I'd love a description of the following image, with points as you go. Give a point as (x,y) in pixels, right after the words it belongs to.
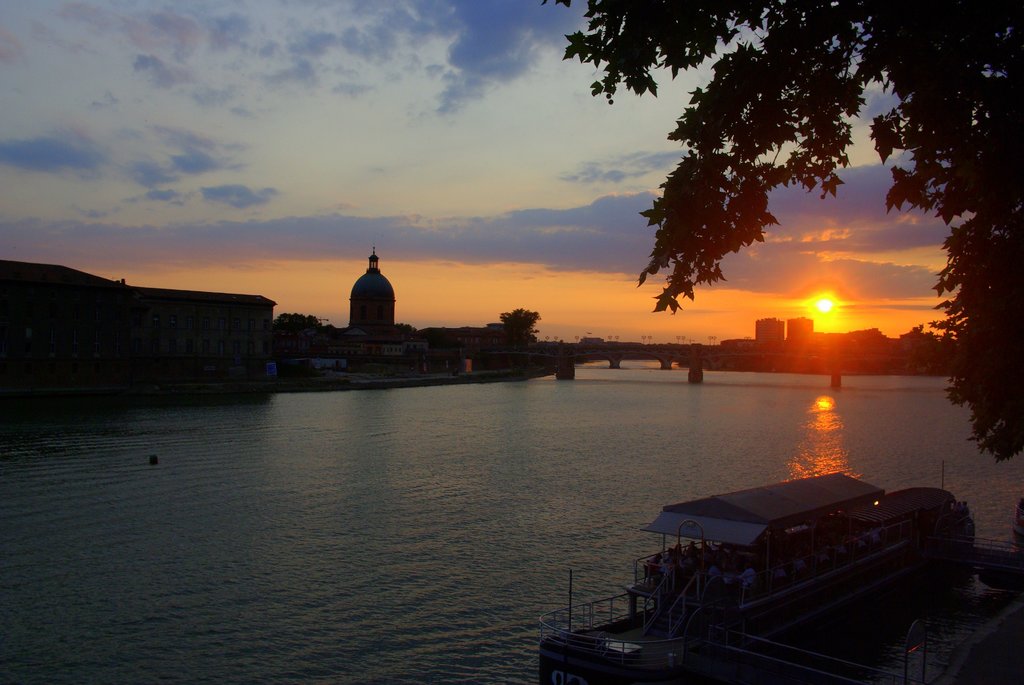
In this picture I can see the monument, dome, buildings (497,346), and bridge (695,355). At the bottom (610,537) there is a boat (733,498) on the water (509,528). In the background (911,328) I can see the sun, sky (753,291) and clouds (482,248). In the top right (844,65) there is a tree (844,65).
